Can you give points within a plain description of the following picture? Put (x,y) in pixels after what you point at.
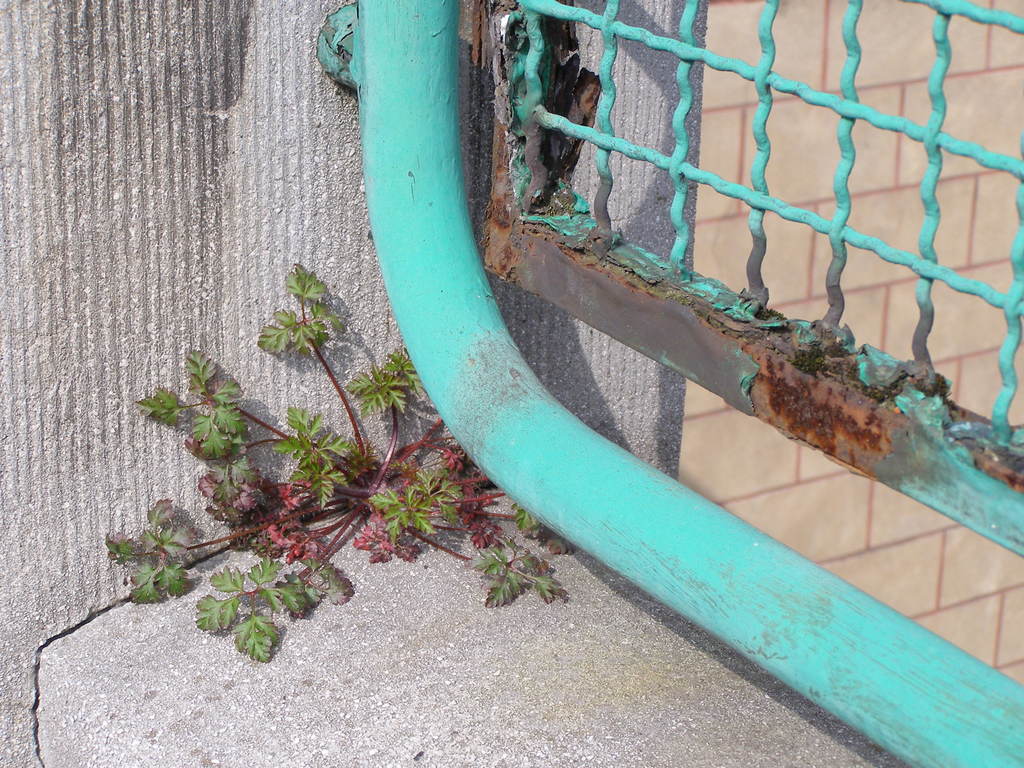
In this picture I can see a plant (289,605) and a metal fence (646,161) and I can see a wall (879,7).
